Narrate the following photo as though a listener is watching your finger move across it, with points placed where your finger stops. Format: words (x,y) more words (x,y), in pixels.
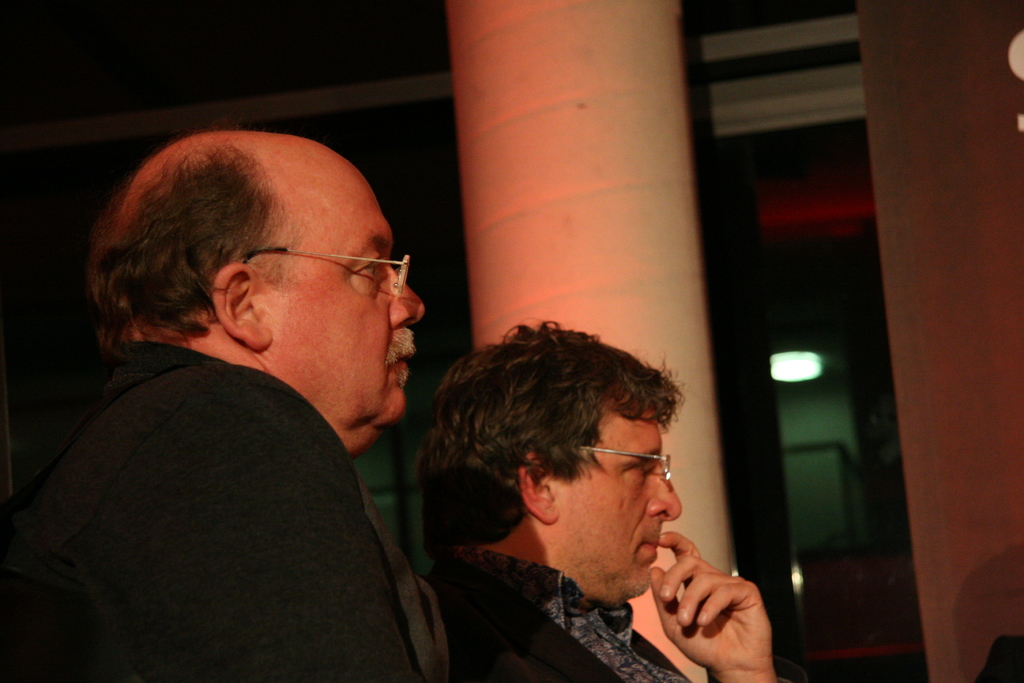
In this image we can see two people (217,475). One person (198,425) is wearing spectacles (393,282) and a black coat (209,496). In the background (616,183), we can see a pole (660,188) and some lights (803,372).
